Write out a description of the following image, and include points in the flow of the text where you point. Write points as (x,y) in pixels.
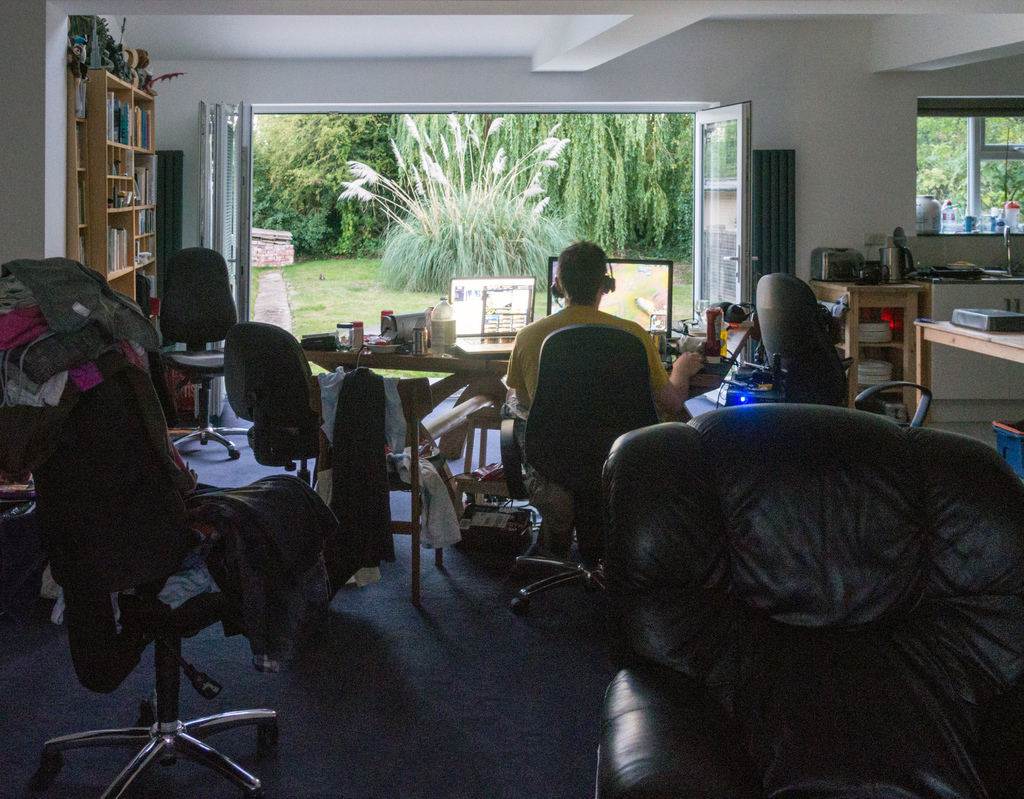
In this image I can see a person (581,309) is sitting on a chair (552,405) and wearing headphones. I can also see some other chairs (157,505), tables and some objects (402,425) on the floor (372,585). On the tables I can see a monitor screen (646,293) and some other of the objects (498,319). In the background (610,206) I can see doors (727,210), window (952,181), trees (958,195), plants (414,222), shelf (120,220) which has books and other objects (119,75) and a white color wall (764,142). I can also see a ceiling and some other objects (435,422) on the floor (470,594).
